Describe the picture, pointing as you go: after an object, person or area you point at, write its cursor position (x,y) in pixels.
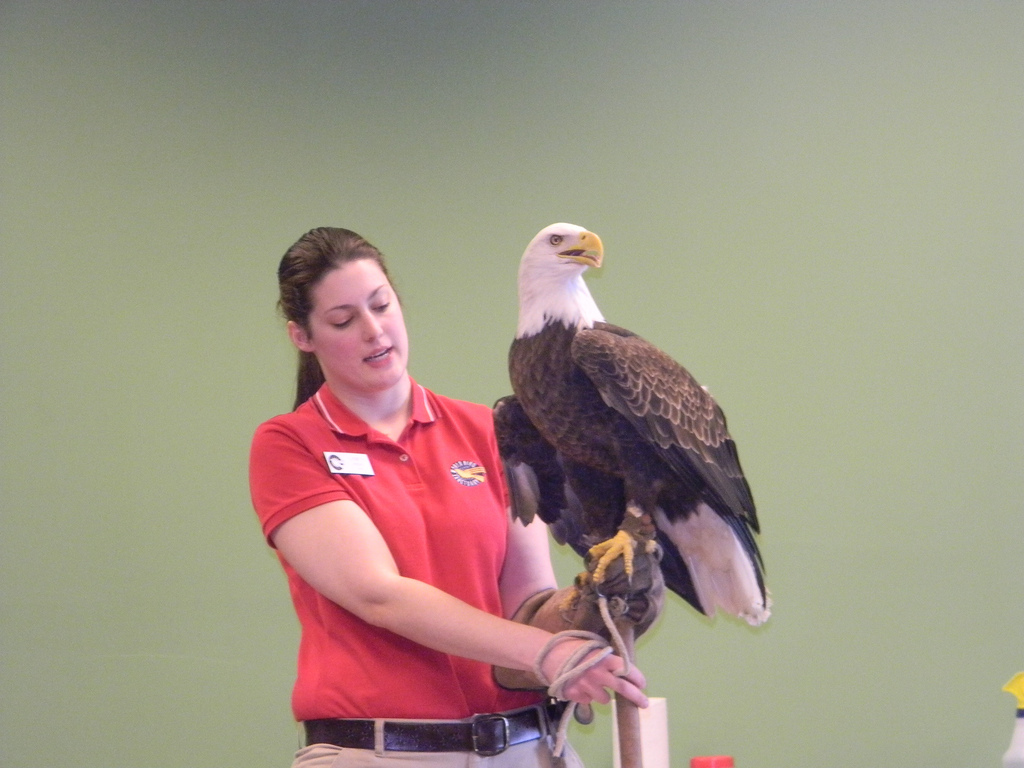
In this picture we can see a woman (356,443), she wore a red color T-shirt (426,511), in front of her we can see an eagle (602,444).
